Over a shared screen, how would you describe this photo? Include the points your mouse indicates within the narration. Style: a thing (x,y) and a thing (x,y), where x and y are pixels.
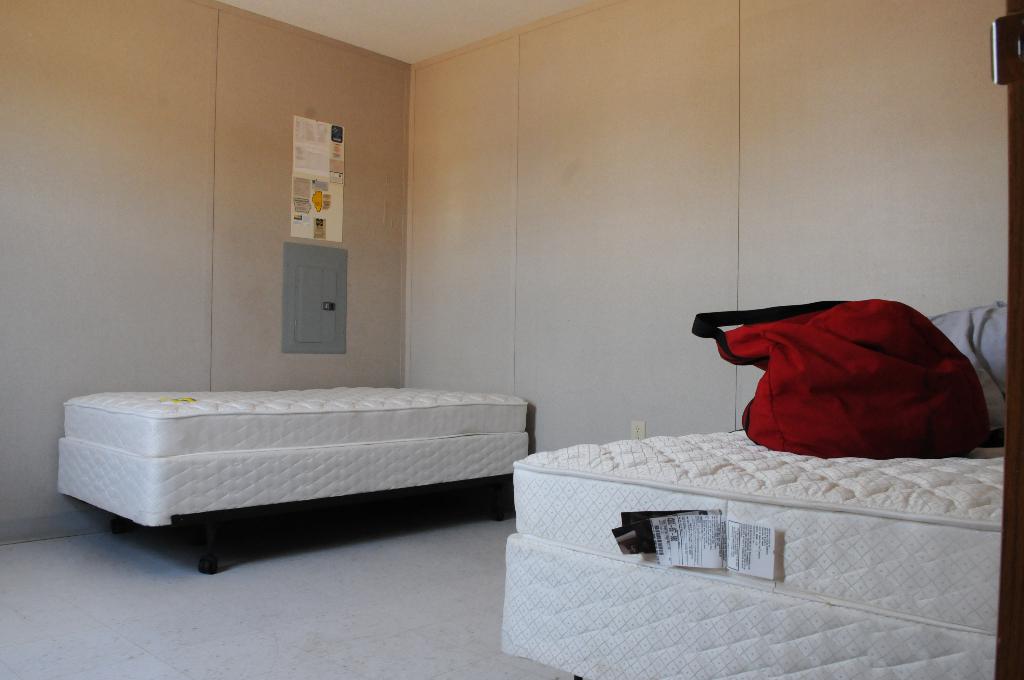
In this image there is one bed (241,440) at left side of this image (229,442) and one more at right side of this image (761,512). There is one bag (825,370) kept on right side bed (672,519) and there is a wall (396,205) in the background (567,270).
